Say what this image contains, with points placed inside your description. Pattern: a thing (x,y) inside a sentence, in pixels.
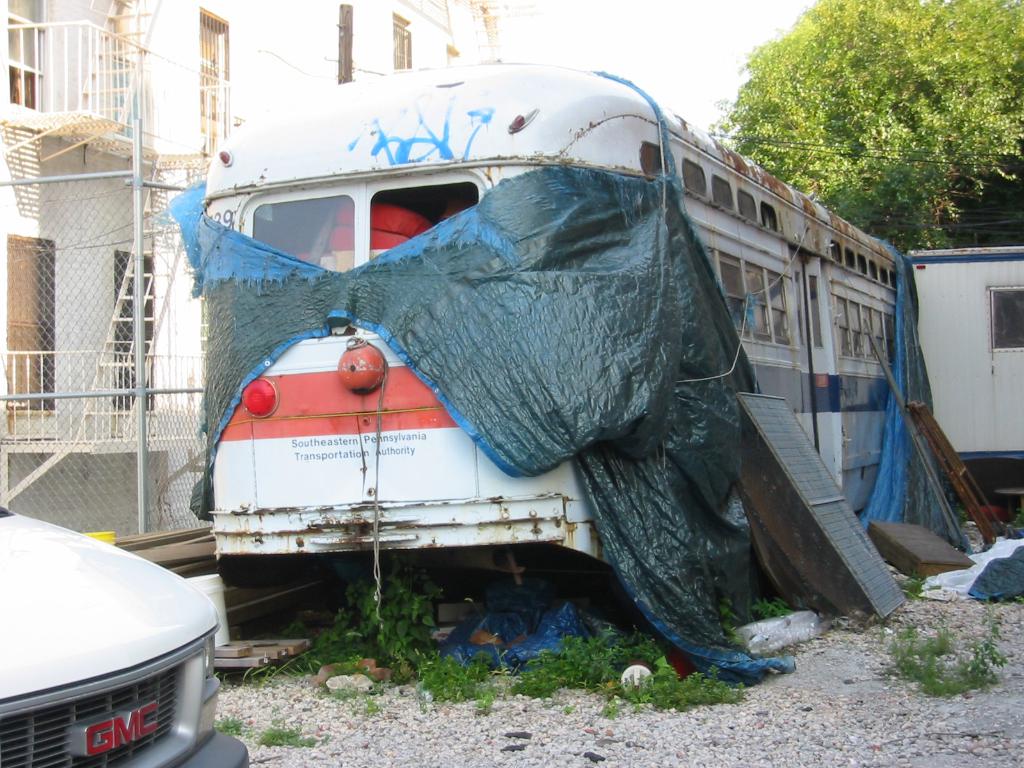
Here we can see vehicles (465,536), plants (413,602) and fence (151,497). Background (929,44) we can see building (254,75), windows (24,66) and trees (901,49).
